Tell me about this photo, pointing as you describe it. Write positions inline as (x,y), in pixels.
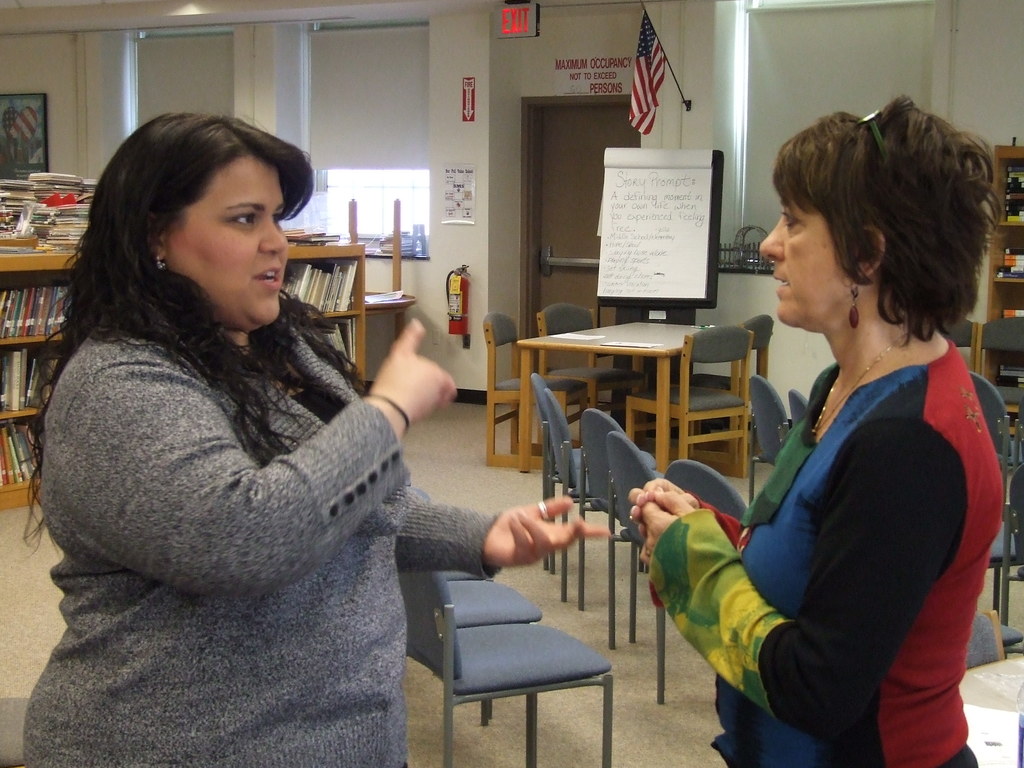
In this image i can see 2 women (354,485) standing. In the background (808,389) i can see a door (578,197), a flag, a paper board (675,149), a wall (664,141), few empty chairs (705,340) and a table (613,327) and a books rack (356,262).
